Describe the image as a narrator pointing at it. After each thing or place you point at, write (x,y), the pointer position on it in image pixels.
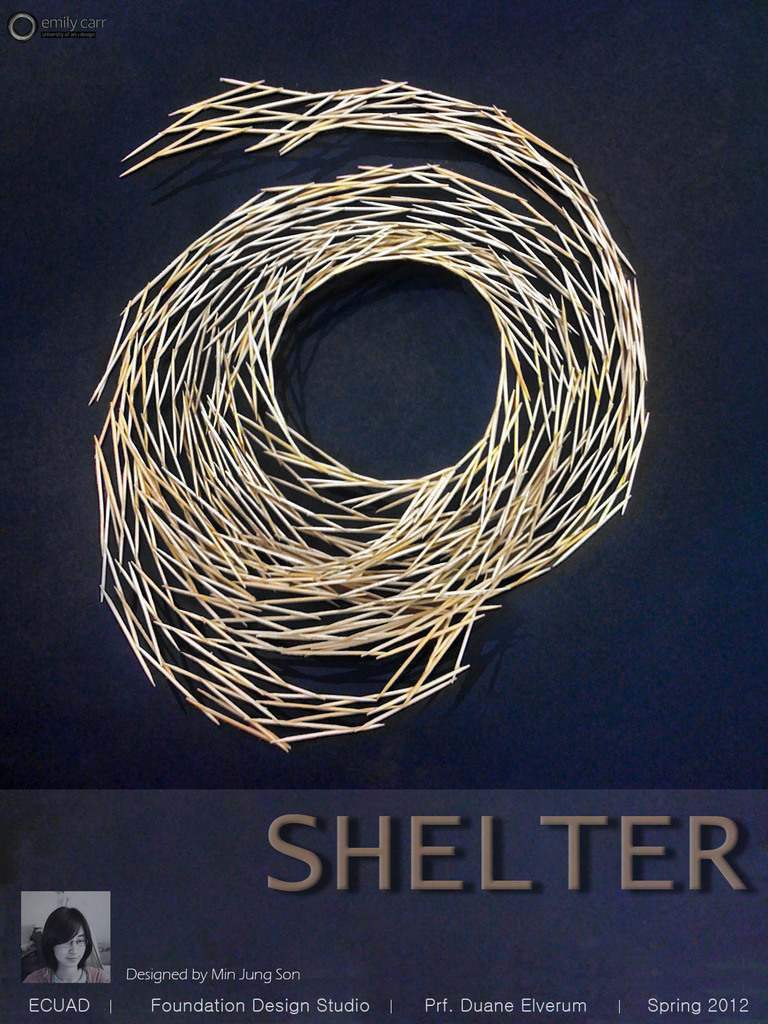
In this picture I can observe a symbol (267,293) which is made up of toothpicks (139,592). The symbol (253,372) is in cream color. The background (73,162) is in black color. On the bottom of the picture (194,1010) I can observe some text (210,1010).
